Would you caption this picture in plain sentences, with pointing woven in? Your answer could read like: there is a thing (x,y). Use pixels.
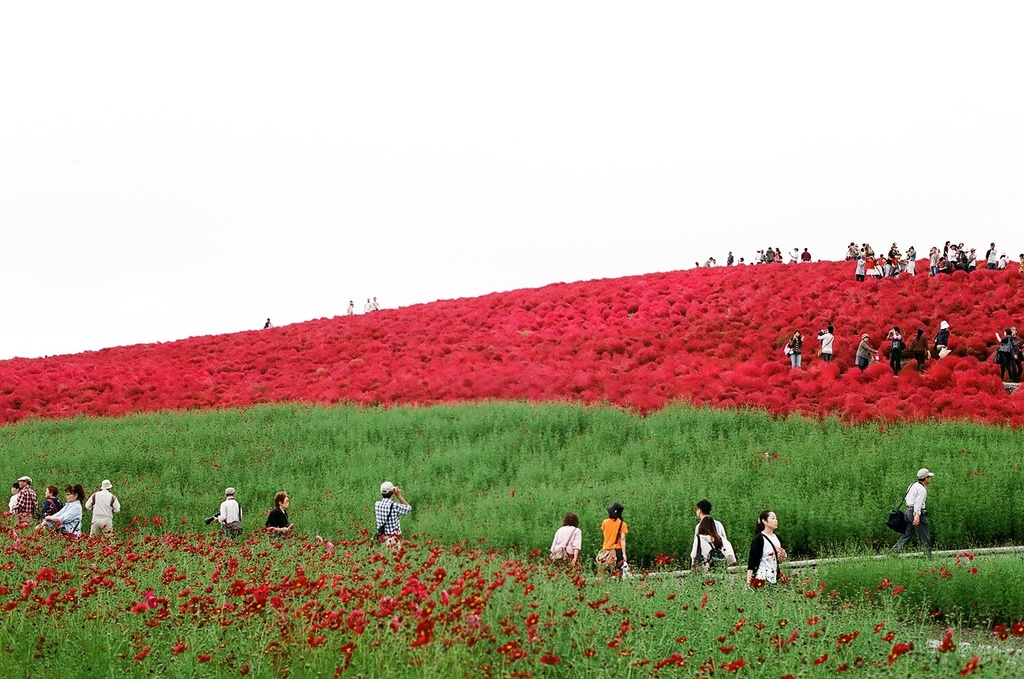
In this image there are plants (453,558) on a hill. At the bottom (216,598) there are flowers (151,589) to the plants (301,575). In the center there are people (908,508) walking. There are red plants (432,341) in the image. At the top (537,131) there is the sky (472,168).
